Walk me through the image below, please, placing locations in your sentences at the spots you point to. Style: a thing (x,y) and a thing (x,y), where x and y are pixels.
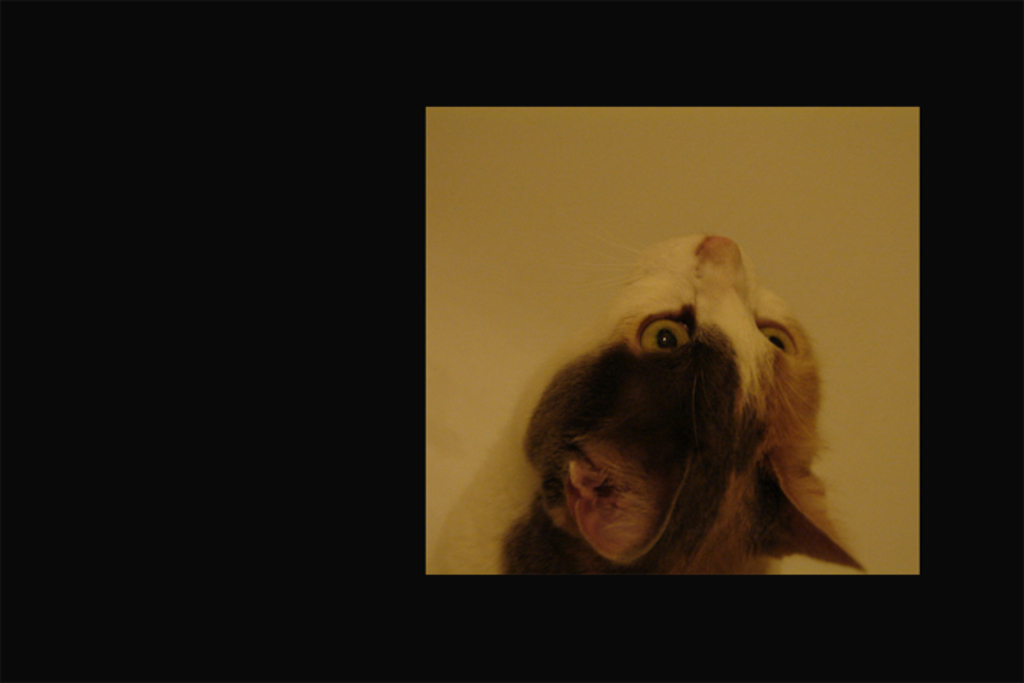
In this image there is an animal (679,401) which is visible.
